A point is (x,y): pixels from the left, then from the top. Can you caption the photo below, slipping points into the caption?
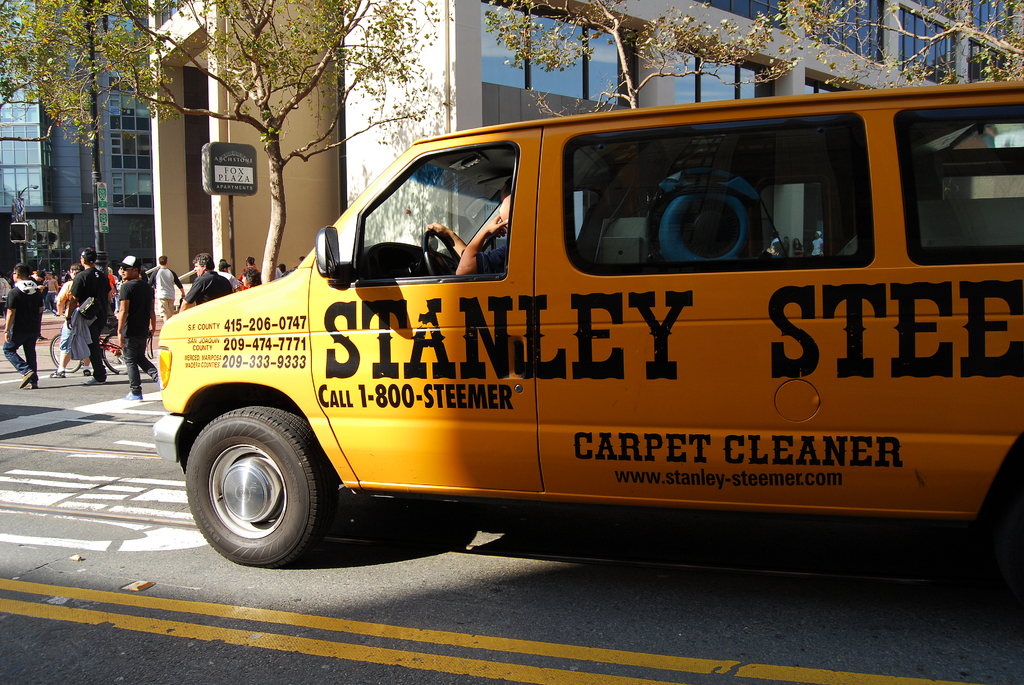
In the foreground of the picture (552,423) there is a van (689,319). On the left (210,286) there are people (148,291) walking down the road (28,423). In the background (425,78) there are trees (409,70), buildings (165,160), pole (94,197) and board (218,165).
